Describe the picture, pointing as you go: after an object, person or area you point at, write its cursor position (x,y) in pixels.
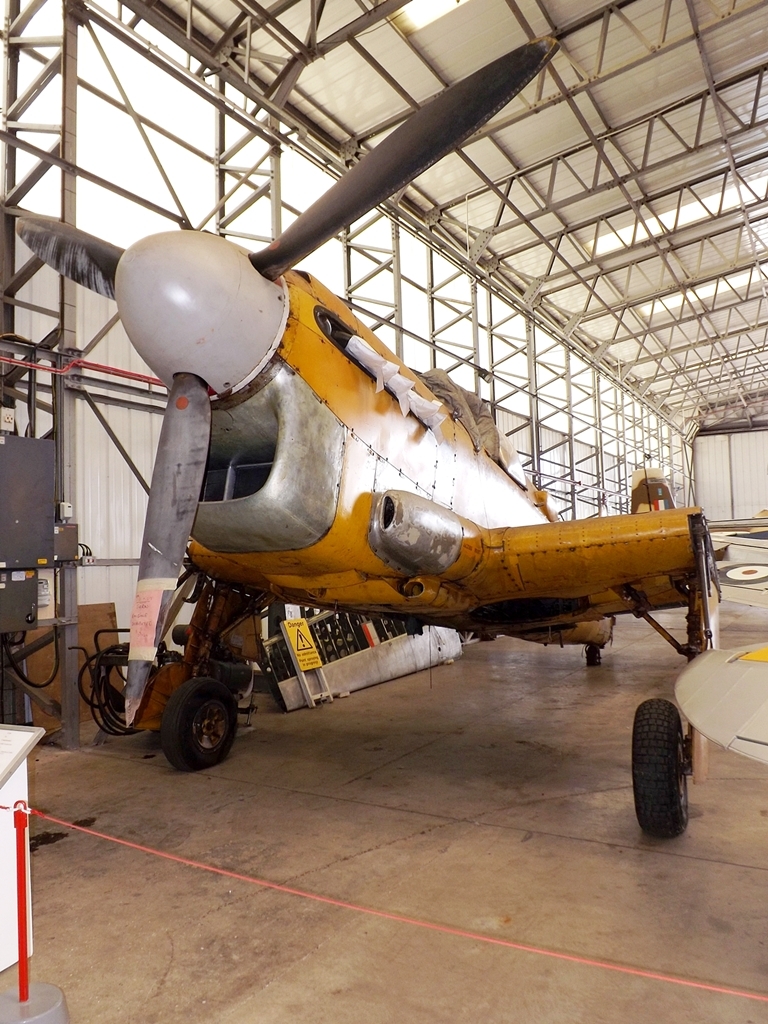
In the image there is an old aeroplane (594,618) on the floor (464,745) inside a godown (558,54).
